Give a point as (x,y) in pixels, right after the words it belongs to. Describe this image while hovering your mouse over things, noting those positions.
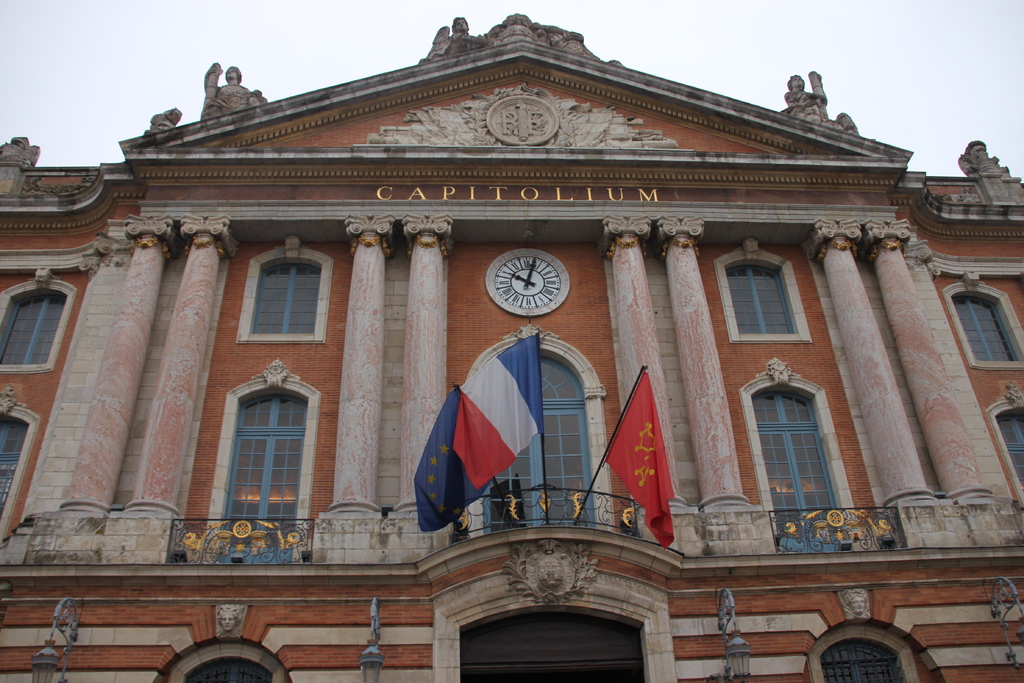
In the middle of this image (532,350), there are three flags (504,437) attached to the wall (356,659) of a building (500,533), which is having a fence (573,505), windows (808,475), a door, a clock (541,256) attached to the wall (579,275), a text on the wall (585,264) and there are sculptures (545,32) on the top (800,98). In the background (970,103), there are clouds (957,64) in the sky (105,43).
